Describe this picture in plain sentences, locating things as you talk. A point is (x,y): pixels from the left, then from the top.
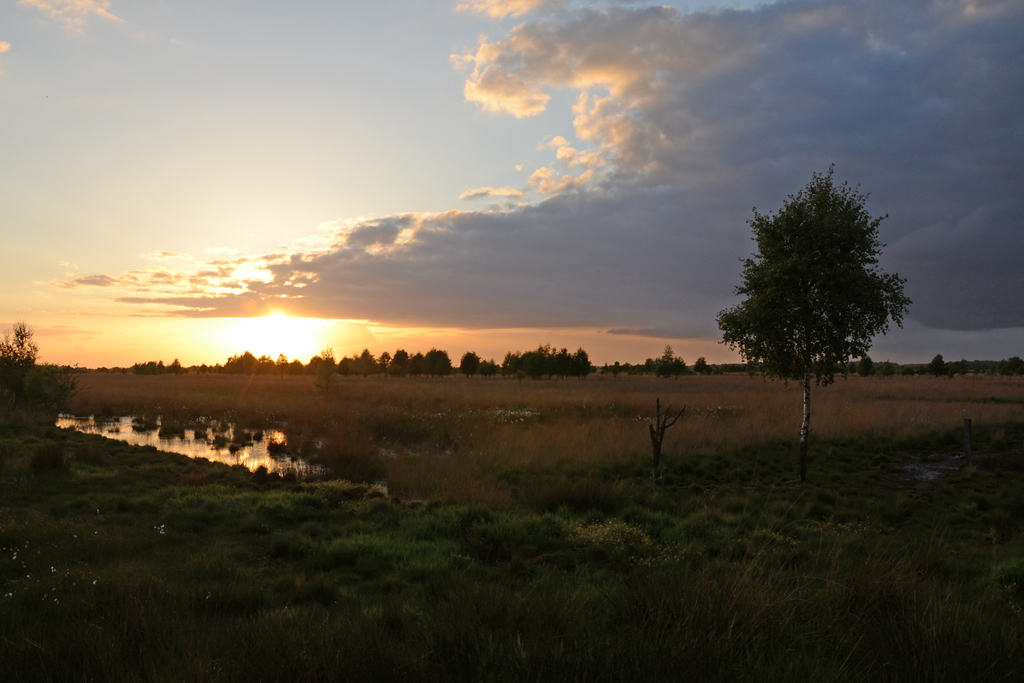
In this image there is grass (474,537) on the ground (519,547) and there is a tree (809,382) in the front (804,408). In the background (260,407) there are trees (385,363) and there are dry grass (452,395) and the sky (601,175) is cloudy.
